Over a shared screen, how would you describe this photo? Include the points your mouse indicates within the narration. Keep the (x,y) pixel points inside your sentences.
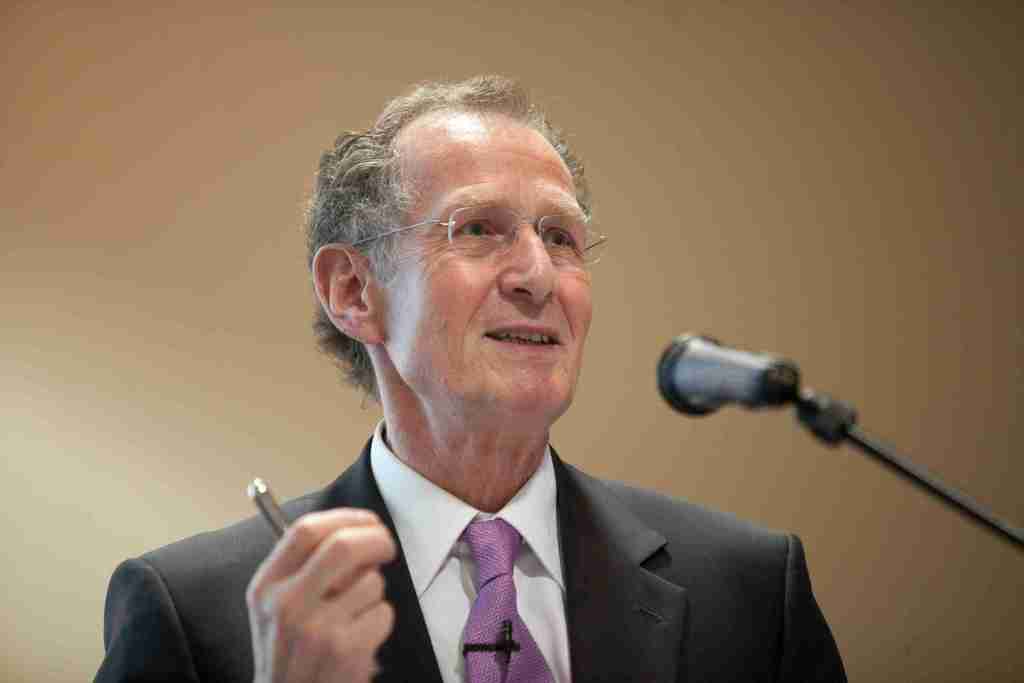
In this picture we can see a person (515,401), he is wearing a spectacles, holding an object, in front of him we can see a mic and in the background (1009,42) we can see a surface (622,458).
